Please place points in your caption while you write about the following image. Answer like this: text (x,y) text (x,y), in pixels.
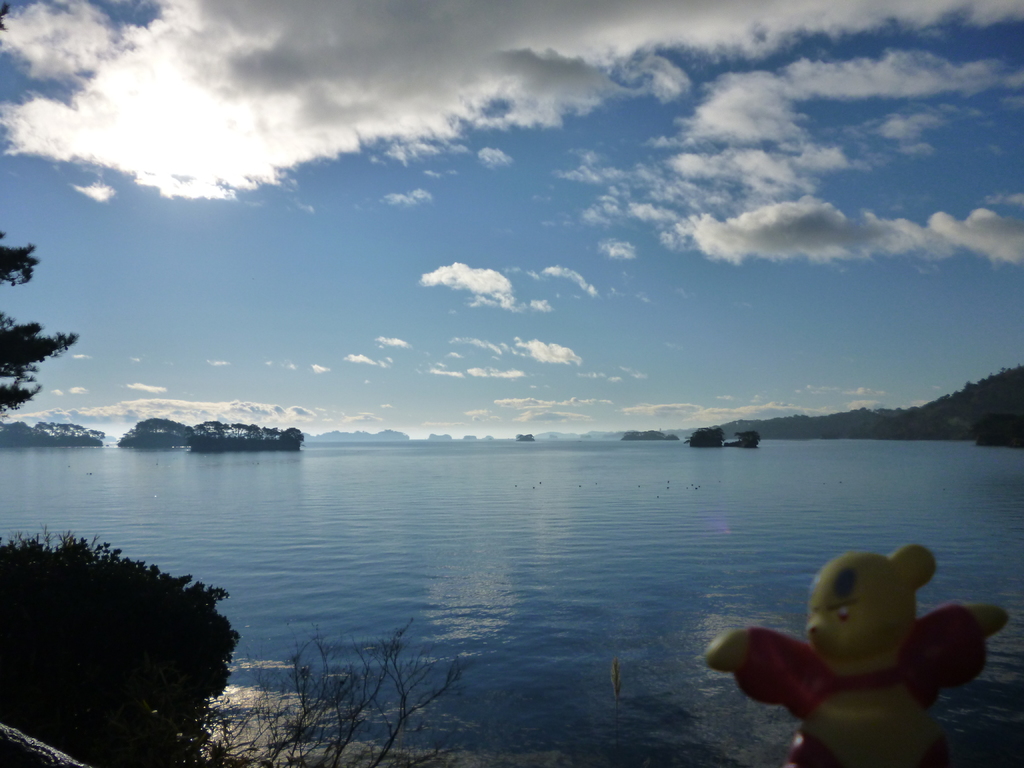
In this image we can see water (772,597). At the bottom (871,656) we can see a toy (825,656). Also there are many trees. In the background (382,164) there is sky (395,127) with clouds (295,154).
